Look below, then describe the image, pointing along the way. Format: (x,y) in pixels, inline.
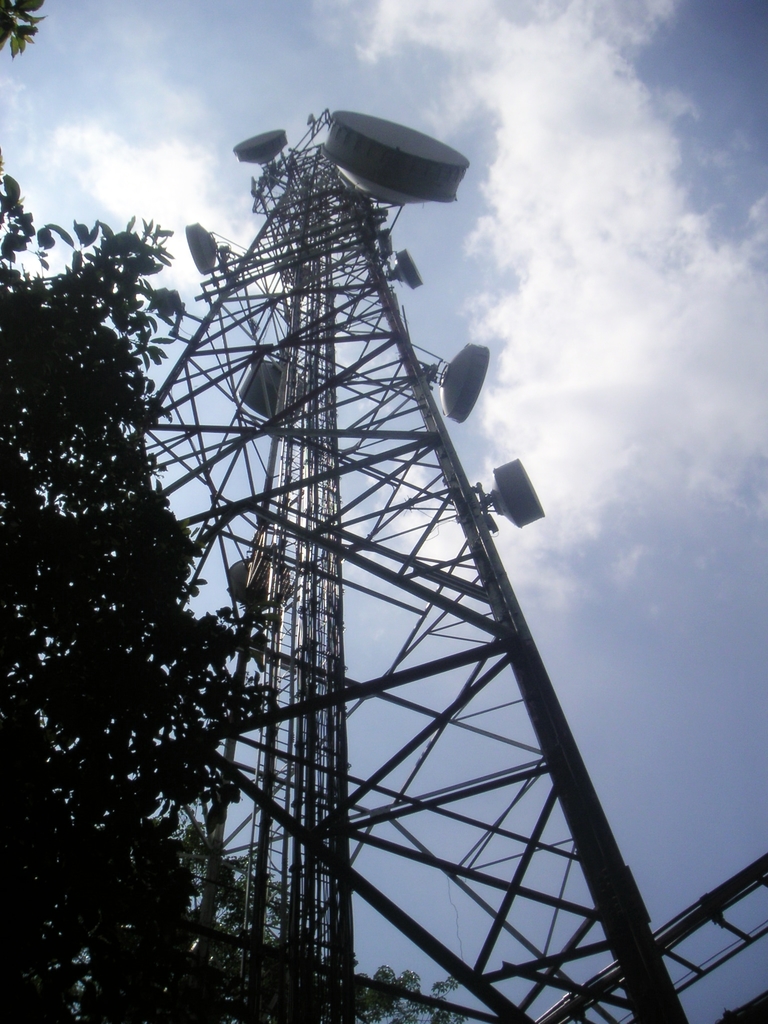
In this picture we can see a tree (127,343) on the left side (2,856). There is a tower (294,583). Sky (172,23) is blue in color and cloudy.
